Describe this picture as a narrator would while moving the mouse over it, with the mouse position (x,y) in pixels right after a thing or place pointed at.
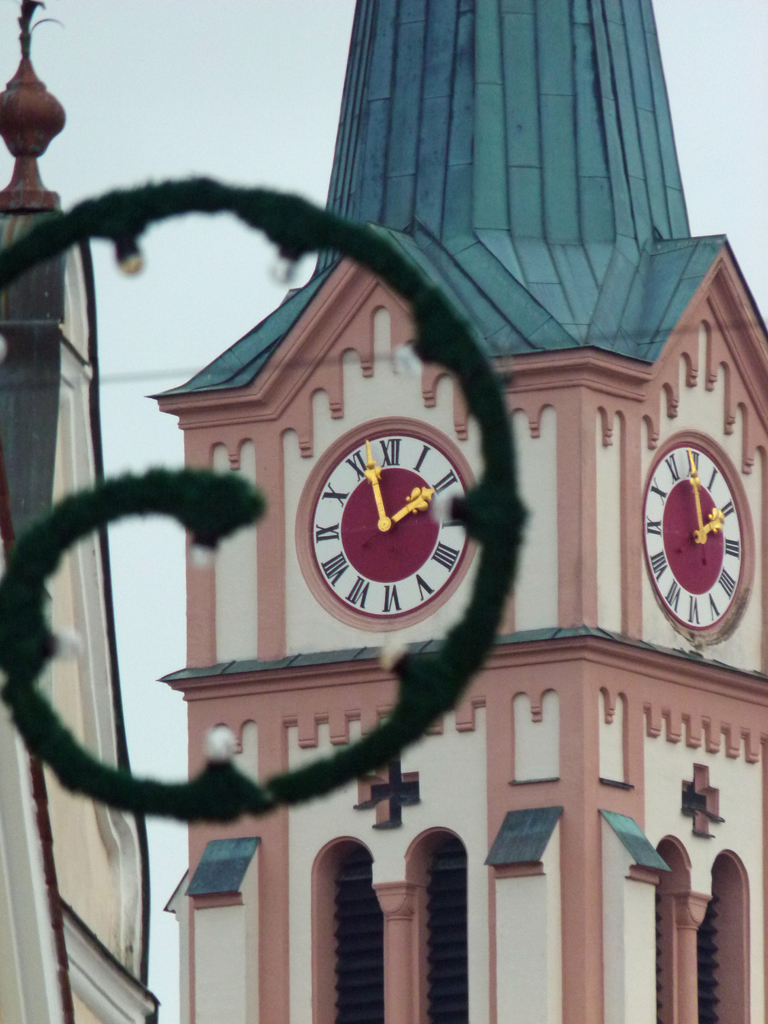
In this image, we can see a clock tower (512,635) with clocks (675,487) and windows (444,913). Background (286,125) there is a sky (276,161). Here we can see an object (477,350) with bulbs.
